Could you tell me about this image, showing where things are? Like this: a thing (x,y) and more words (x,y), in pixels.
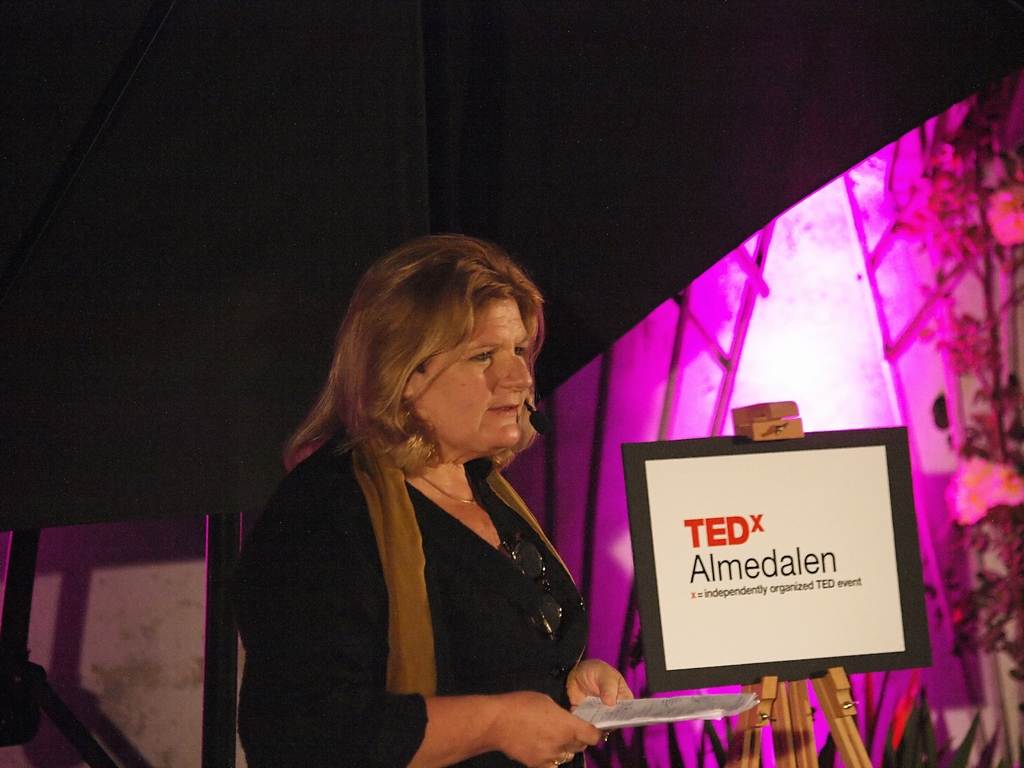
In this picture there is a woman (501,367) standing and holding the paper (721,711). There is a board (819,533) and there is text (789,578) on the board (810,546). At the back (996,111) there are plants (915,195) and there might be a light (789,343) and there is a black color object (220,145).
